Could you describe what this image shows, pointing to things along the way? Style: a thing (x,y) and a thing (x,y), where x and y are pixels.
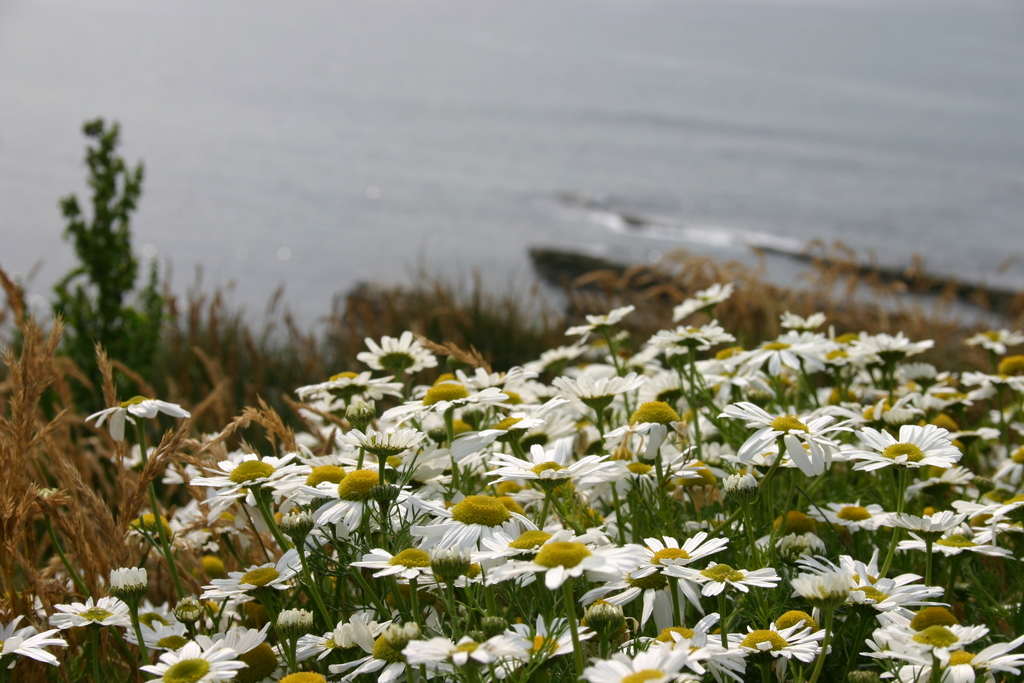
In the foreground of this image (669,441), there are white flowers (659,429), plants (689,515) and grass (71,405). At the top (630,44), it seems like water (613,77).
